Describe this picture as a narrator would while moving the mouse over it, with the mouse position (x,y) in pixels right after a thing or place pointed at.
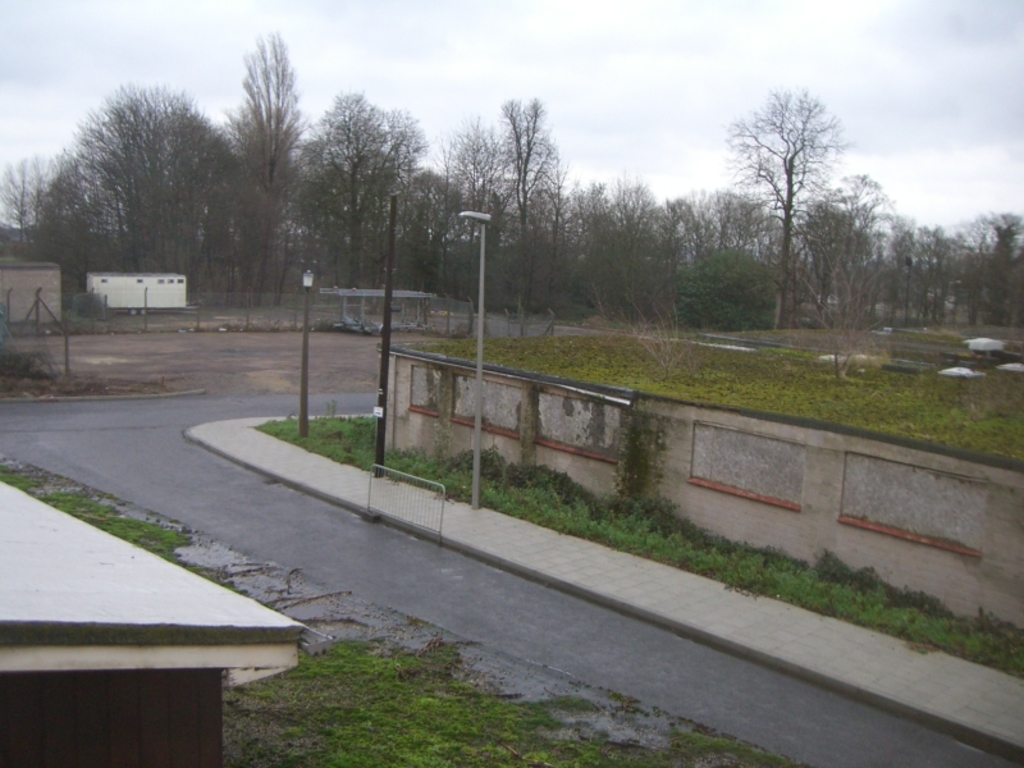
In this picture we can see a barrier (397,507), poles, wall (473,414), plants (416,470) and grass (431,470). On the left side of the image (20,687), those are looking like houses (52,623) and the fence (19,330). Behind the fence (224,315) there are trees (450,189) and the cloudy sky (569,88).
